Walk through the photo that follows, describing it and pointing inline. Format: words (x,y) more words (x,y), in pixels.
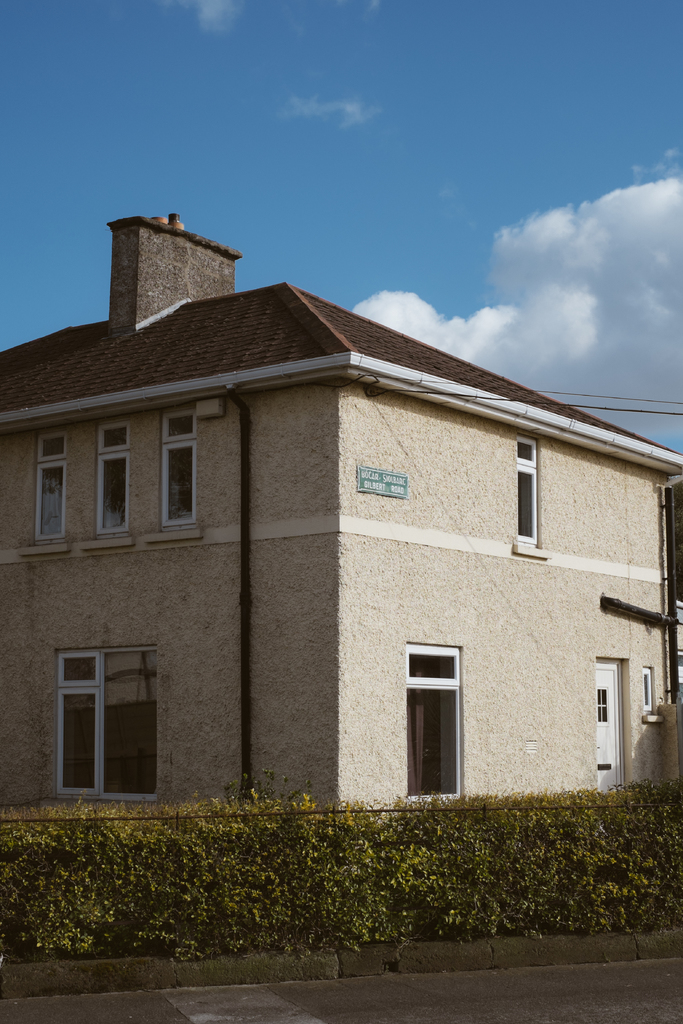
In this image there is the sky (299,101), there are clouds (549,218), there is the house (332,551), there are plants (292,850), there is road (417,992), there are windows (410,729), there is a door (610,735), there is a board (398,493) on the house (443,482), there is text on the board (405,497), there are pipes (242,568), there is a wire (489,399) truncated towards the right of the image (593,407).
